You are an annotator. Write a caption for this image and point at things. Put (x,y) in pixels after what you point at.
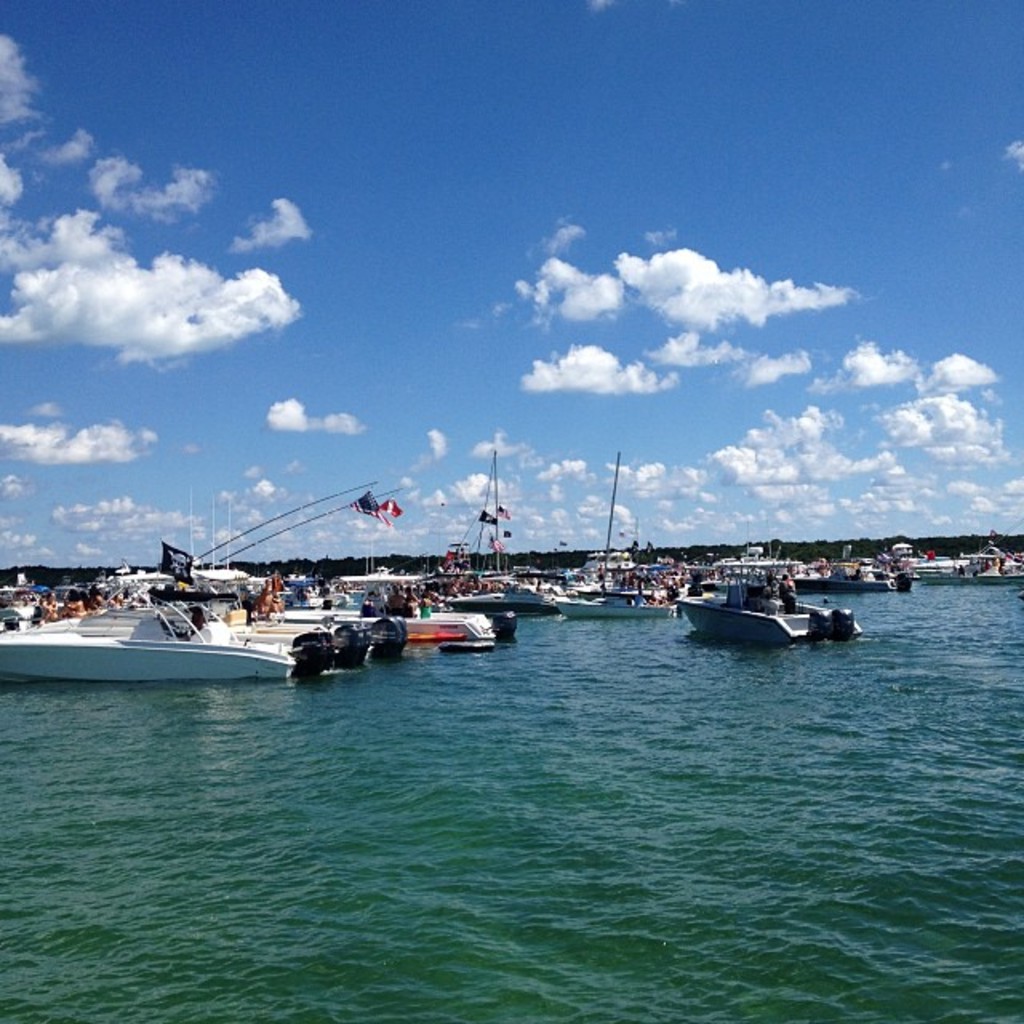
In this image there is water (422,787) and we can see boats (439,642) on the water (594,626). In the background (353,555) there are hills (352,568) and sky (480,409).
